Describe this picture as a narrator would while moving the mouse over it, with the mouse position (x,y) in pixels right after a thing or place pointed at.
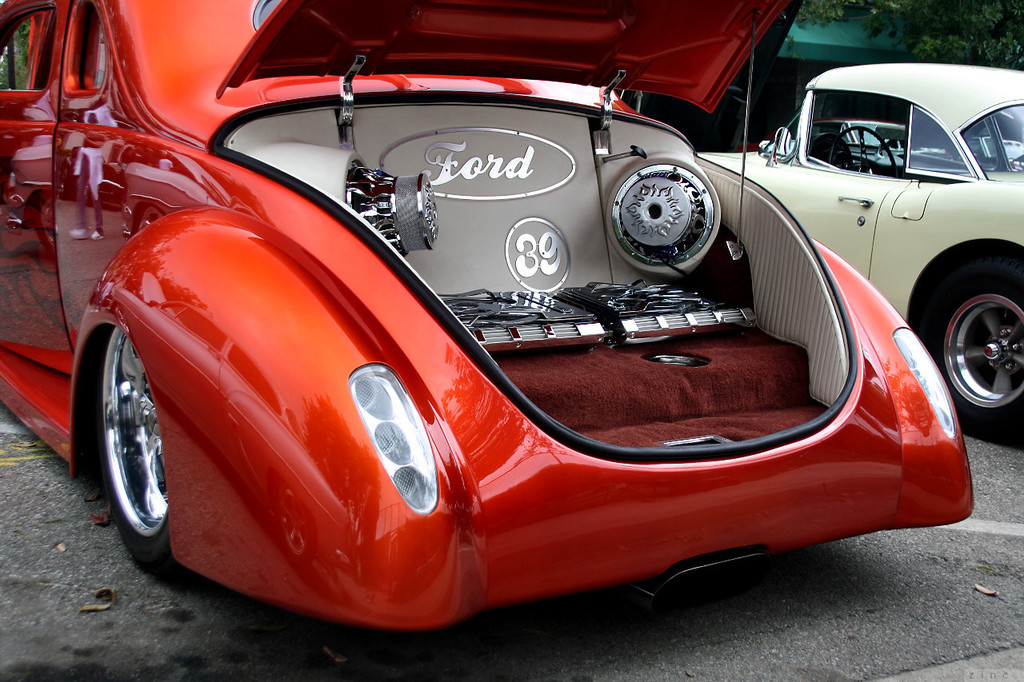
This image is taken outdoors. At the bottom of the image (335,641) there is a road (167,591). In this image there are two vintage cars (304,237) which are red and white in colors. At the top right of the image (976,37) there is a tree (991,40).
